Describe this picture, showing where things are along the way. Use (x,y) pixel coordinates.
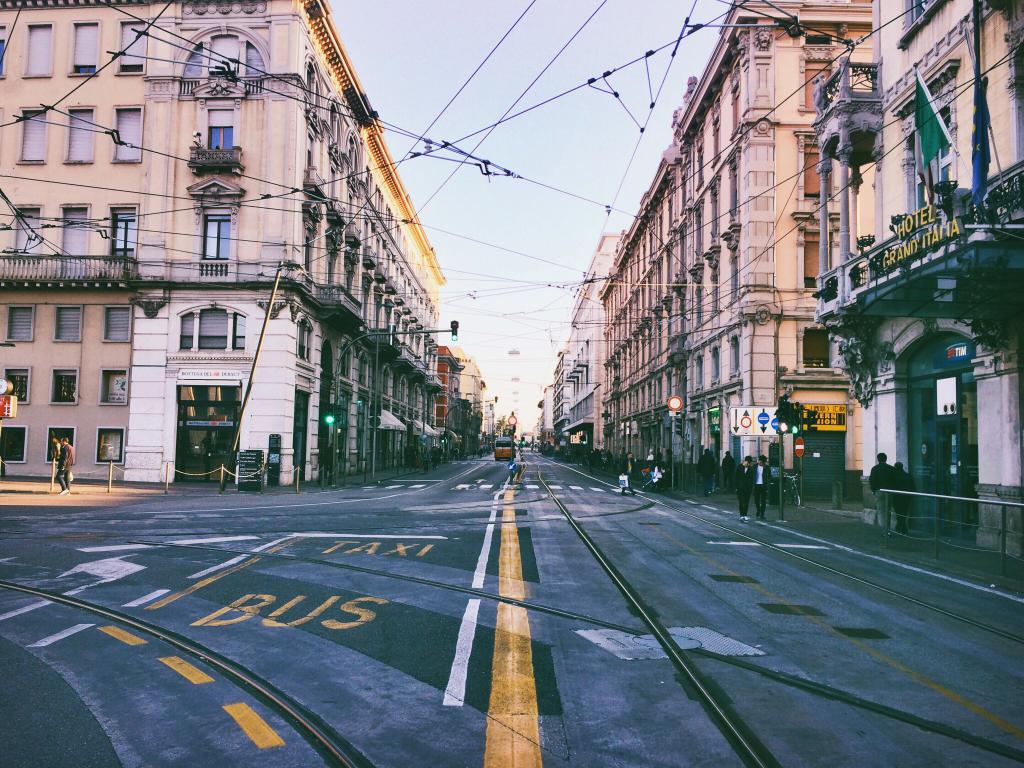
In the foreground (377,552) we can see road (408,623). On the right (822,270) there are buildings (797,388), people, boards (758,432) and footpath (990,572). On the left (221,261) there are buildings (263,351), signal light (328,408), footpath (20,490), people (68,475), railing (235,475), boards (237,454) and various objects (269,448). In the middle of the picture (499,438) we can see vehicles (507,450). At the top (485,148) there are cables (499,123) and sky (403,51).
